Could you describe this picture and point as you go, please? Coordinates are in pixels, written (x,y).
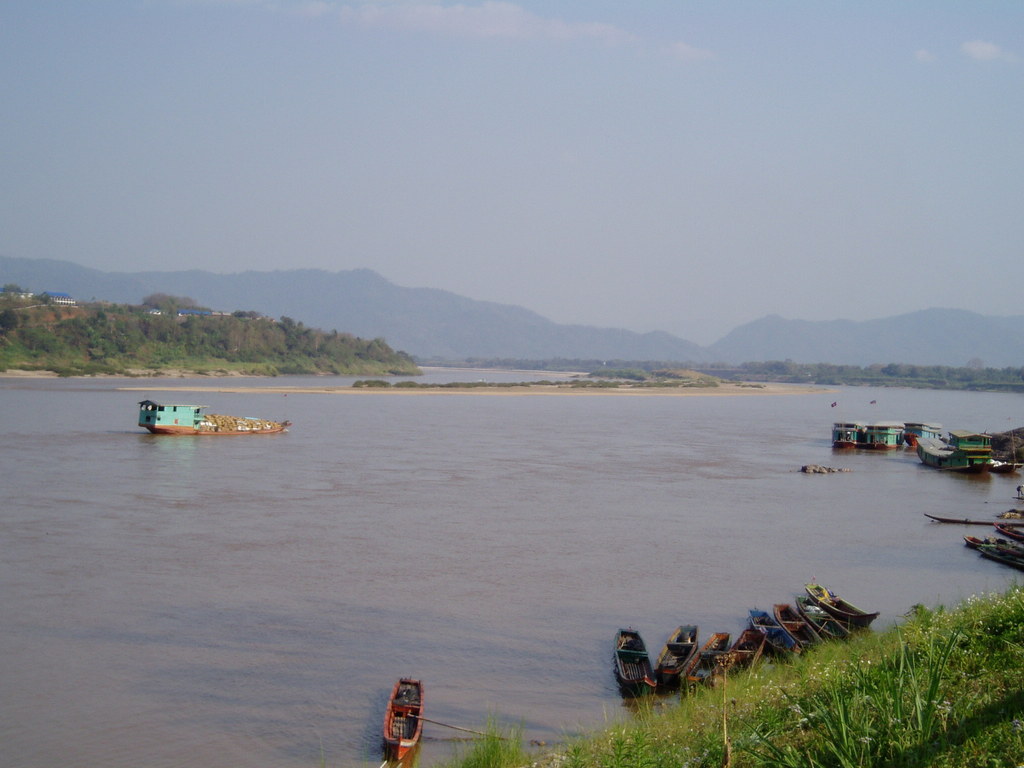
In this image we can see some ships (275,430) on the river (500,410), there are some trees (177,349), houses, grass (932,701), and the mountains (102,283), also we can see the sky (620,191).
